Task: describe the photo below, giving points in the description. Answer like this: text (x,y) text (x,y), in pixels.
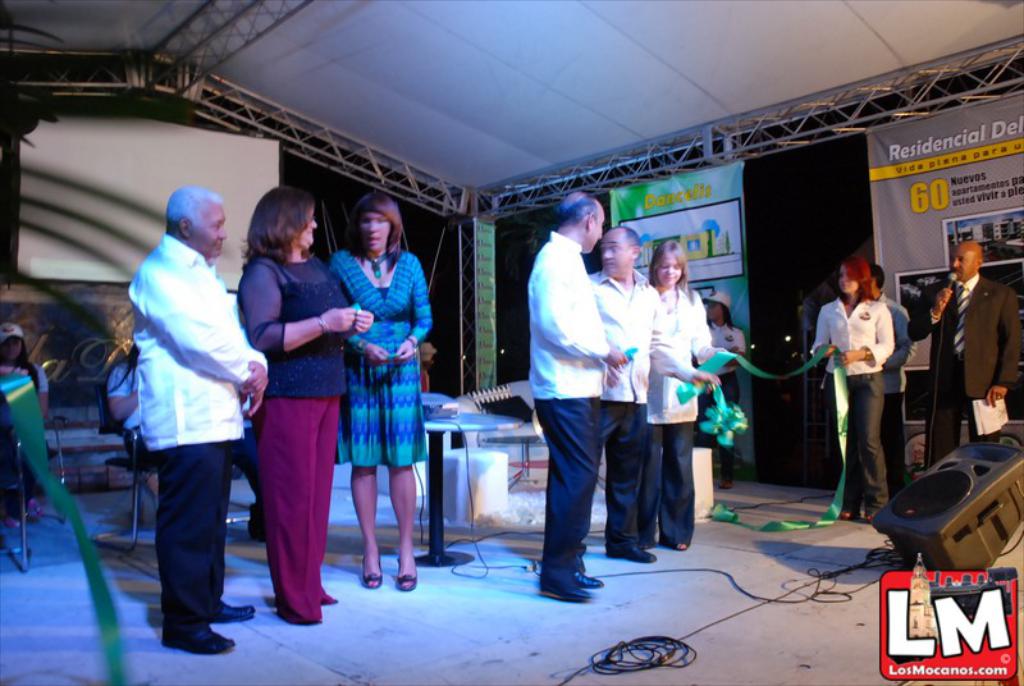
In this image in the center (645,343) there are persons (582,365) standing, there is a table (440,439) and on the table (436,458) there is an object (443,417), there are persons (116,390) sitting and there are ribbons (697,392) which are green in colour. On the right side (969,485) in the front (981,497) there is a speaker (974,506) and there are wires (869,555) and there is a person (976,320) standing and holding a mic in his hand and speaking and there are banners (903,212) with some text (944,208) written on it. In the background (239,161) there is a white board (270,175) and there are black colour curtains (443,257) and there are stands (654,171).
